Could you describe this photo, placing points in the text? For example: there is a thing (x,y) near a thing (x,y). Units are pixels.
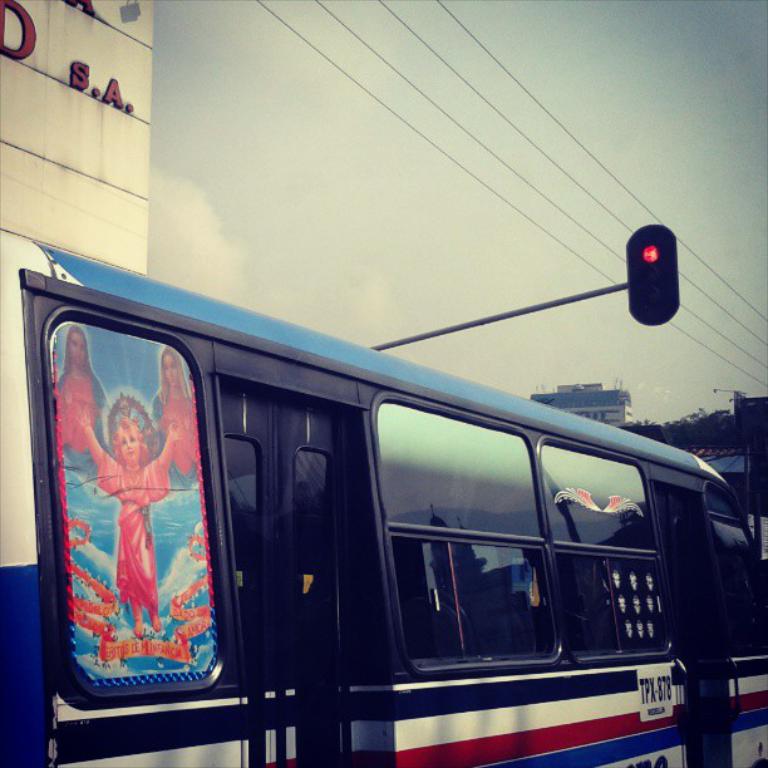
In the image there is a bus (417,540) in the foreground (419,527) and above the bus (405,697) there is a traffic signal light (643,275), in the background (594,390) there is a building (577,408).
